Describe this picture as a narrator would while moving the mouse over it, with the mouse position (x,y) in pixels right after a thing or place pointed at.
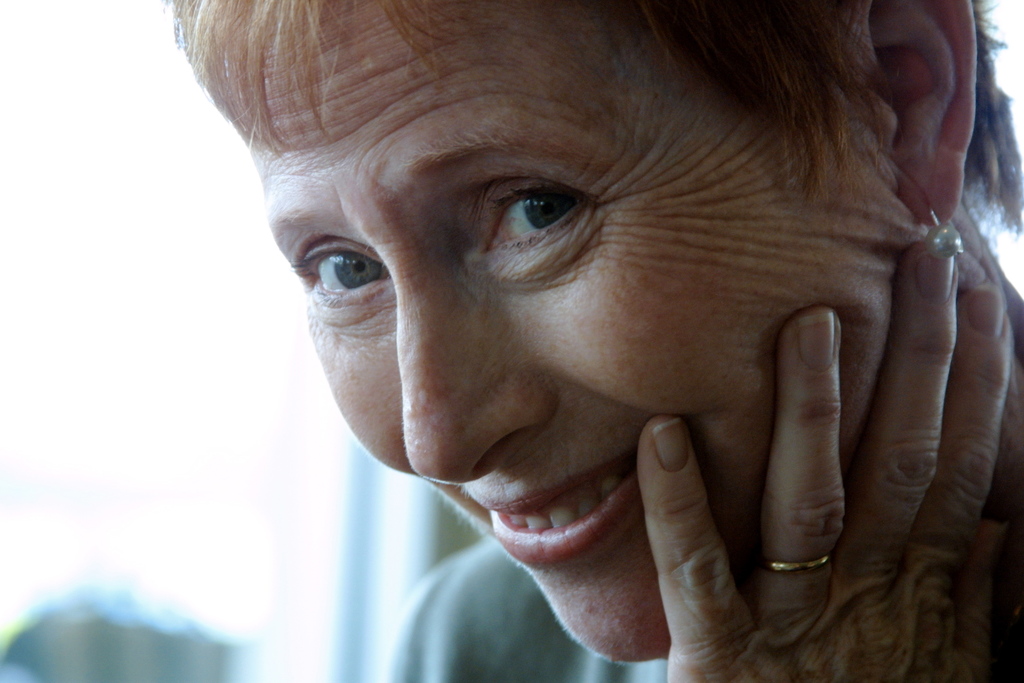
In this image we can see an old woman (566,469). She has worn the pearl earrings (946,249) and finger ring (778,564). She has short hair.
